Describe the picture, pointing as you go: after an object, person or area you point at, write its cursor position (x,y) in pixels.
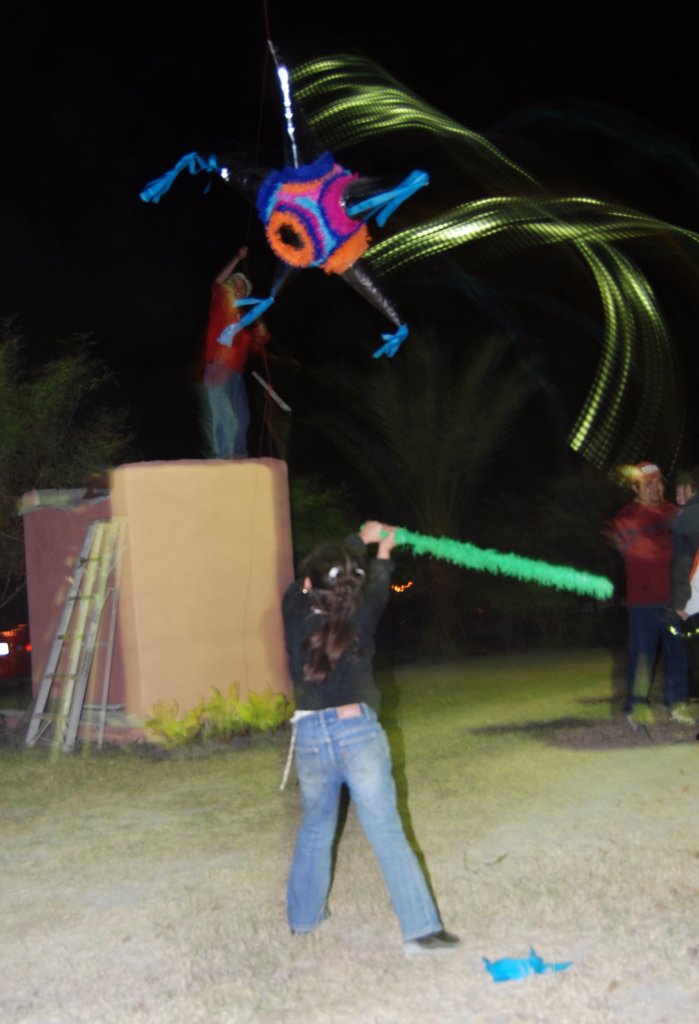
There is a girl (351,621) holding a stick (441,544). In the back (198,575) there is a stand (198,591). Near to her there is ladder (77,652). On that a person (231,378) is standing. And there is a blue, orange and a pink color thing (309,214) in the air (372,226). In the background (584,309) it is dark.
